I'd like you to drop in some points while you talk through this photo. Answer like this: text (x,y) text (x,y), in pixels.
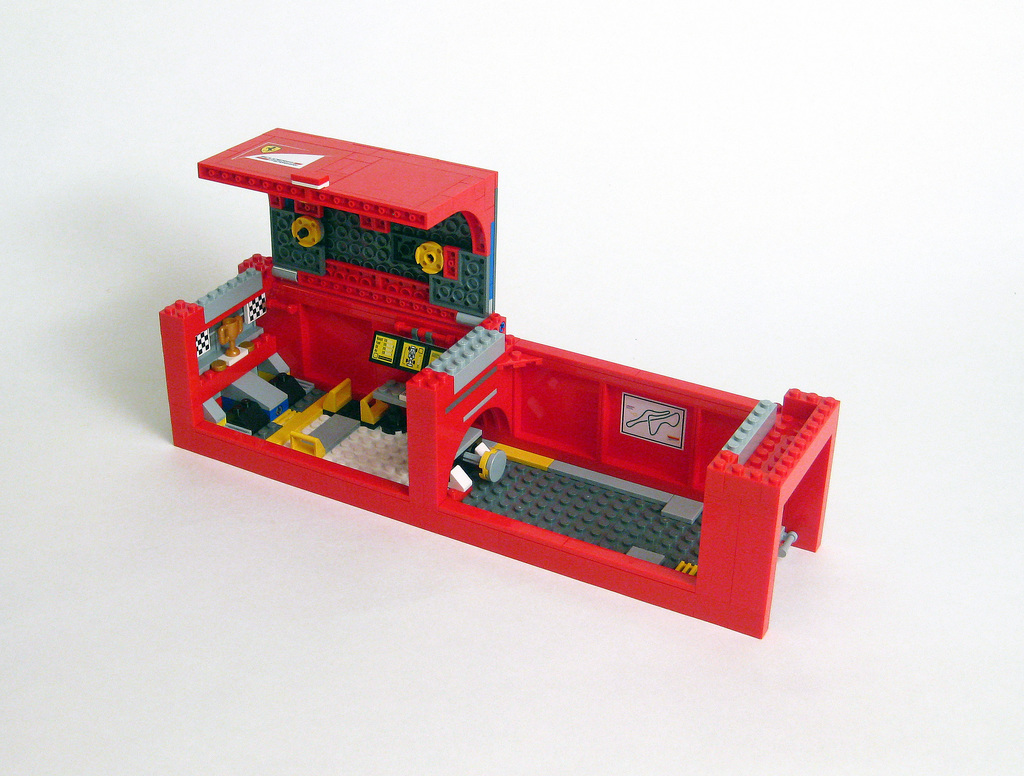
In this image I can see a Lego toy (451,347) on the white colour surface (343,96). I can see the colour of the toy (513,543) is red, green, yellow and grey.
